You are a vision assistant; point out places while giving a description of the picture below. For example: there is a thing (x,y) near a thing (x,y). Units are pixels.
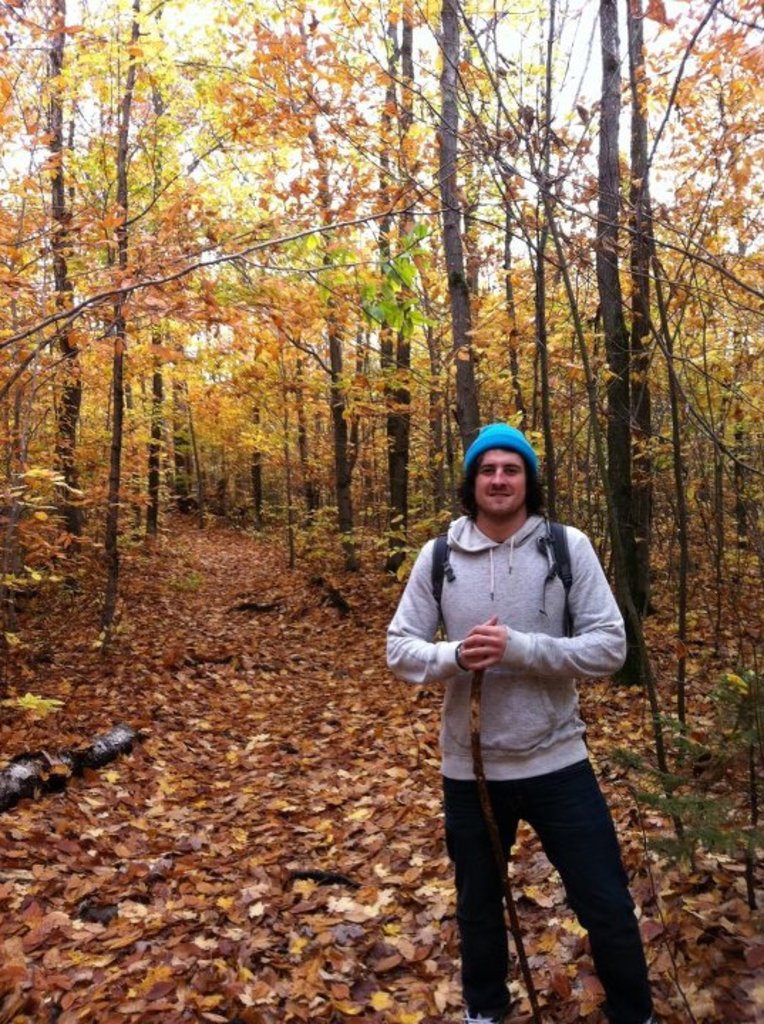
In this image, we can see a person (432,546) standing and wearing a coat (484,549), bag (439,581) and a cap (502,443) and holding a stick (503,855). In the background (413,492), there are trees (492,307). At the bottom (247,761), there are leaves (211,777) on the ground (200,838).
